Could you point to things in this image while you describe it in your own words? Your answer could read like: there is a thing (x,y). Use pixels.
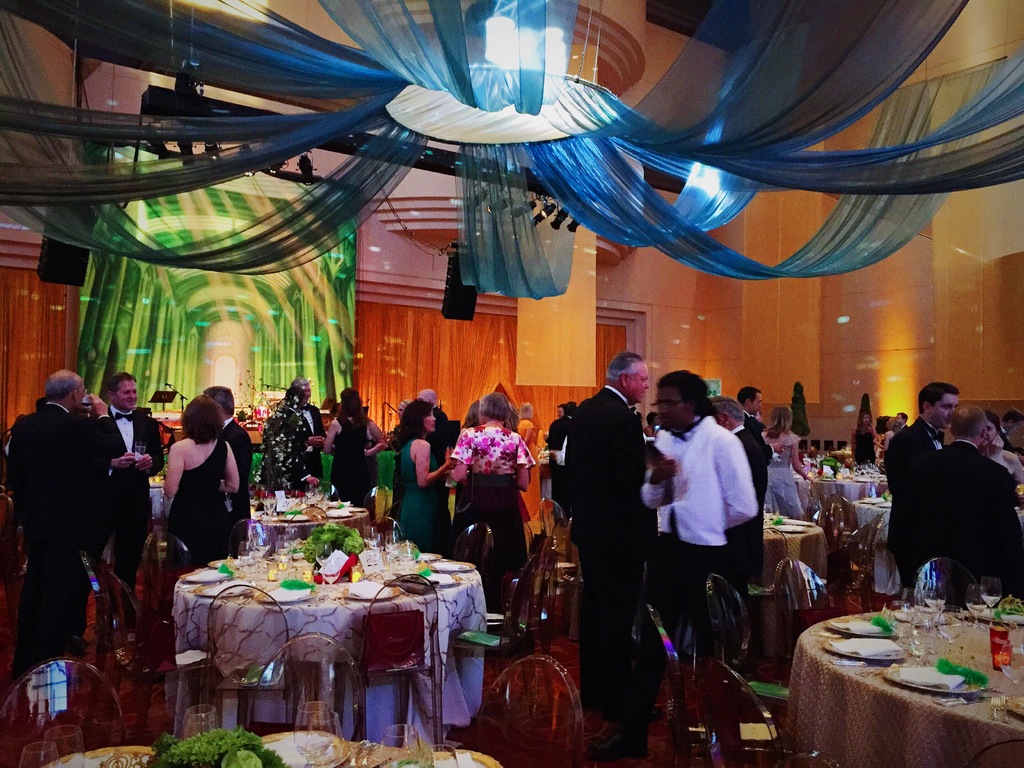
This picture describes about group of people (558,485) all are standing near the chair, in front of them we can find couple of glasses (325,551), plates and a plant (328,531) on the table (369,602), on top of them we can find couple of curtains (563,98) and lights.
